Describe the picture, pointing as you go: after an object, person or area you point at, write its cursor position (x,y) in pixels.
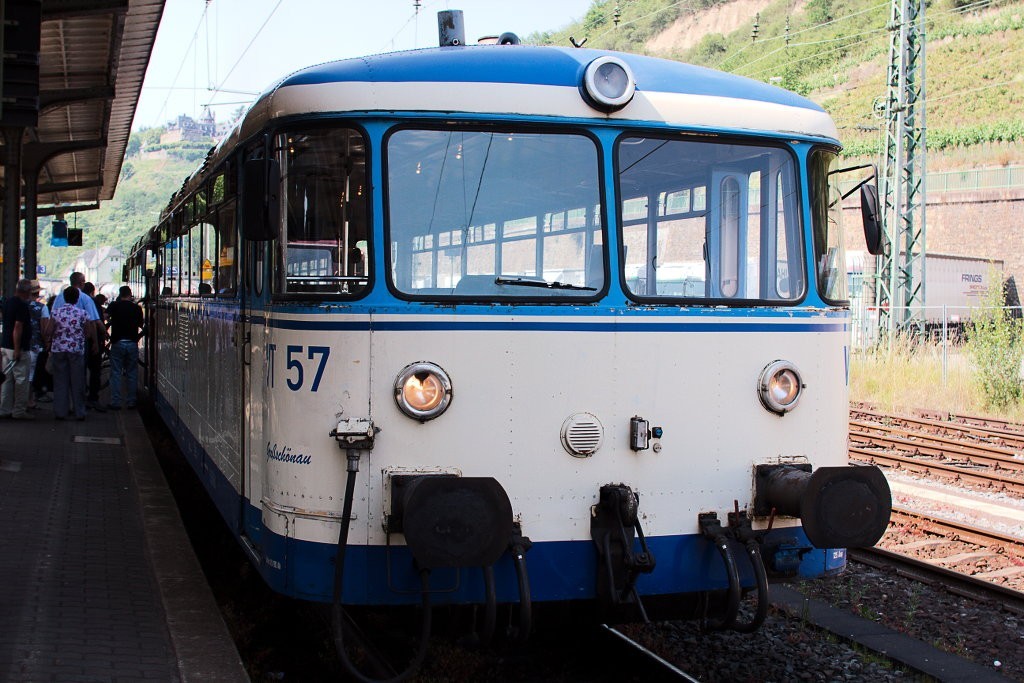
In this image we can see a train (552,583) on the railway track (566,617). In the background (906,21) we can see shed (83,67), pole (20,173), persons (55,378), platform (103,507), empty railway tracks (934,457), towers (906,51), electric cables (828,38), plants (853,28), sky (328,12) and buildings (197,127).
